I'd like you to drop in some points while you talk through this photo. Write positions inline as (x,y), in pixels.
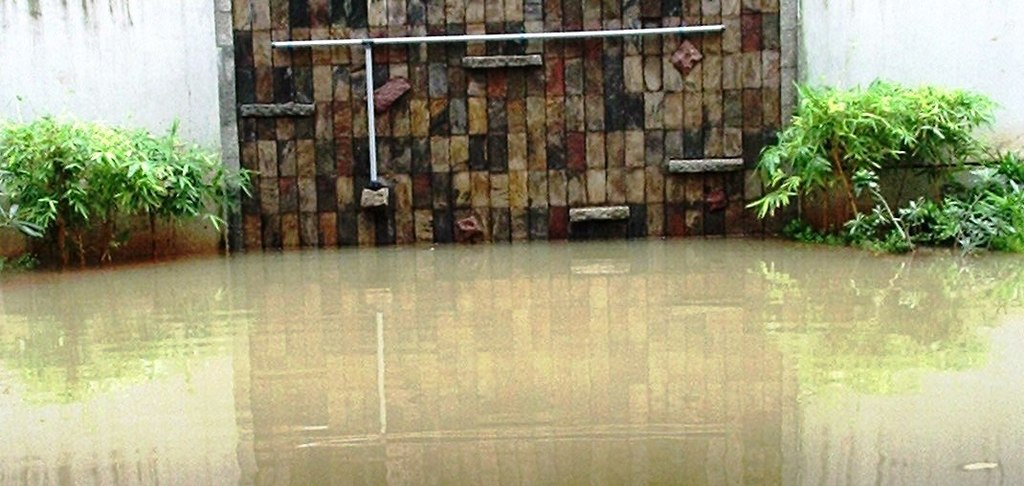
In this image I can see the water (411,358). In the background (408,180) I can see the plants (78,187), rods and the wall (424,75).
